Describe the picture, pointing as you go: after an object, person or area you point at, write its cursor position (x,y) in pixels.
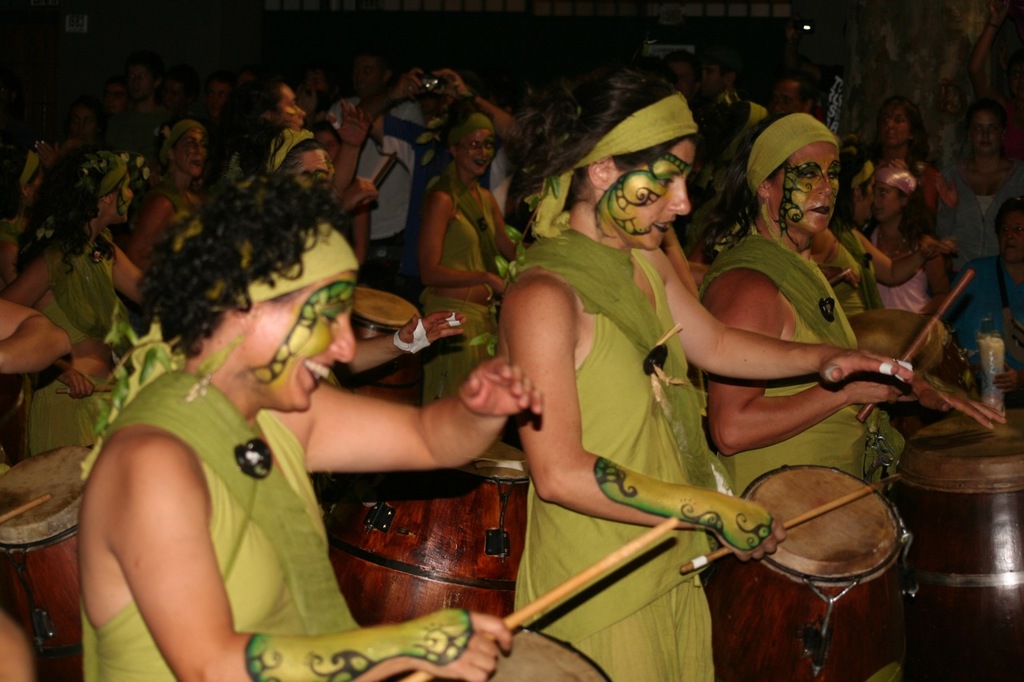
In this few group of people (489,161) are playing drums (811,518) with the help of stick (831,508) and few group of people (114,92) are standing and seeing. A person (396,88) in middle of image (396,236) who is behind a girl (449,276) is taking picture with the help of camera (428,85).
